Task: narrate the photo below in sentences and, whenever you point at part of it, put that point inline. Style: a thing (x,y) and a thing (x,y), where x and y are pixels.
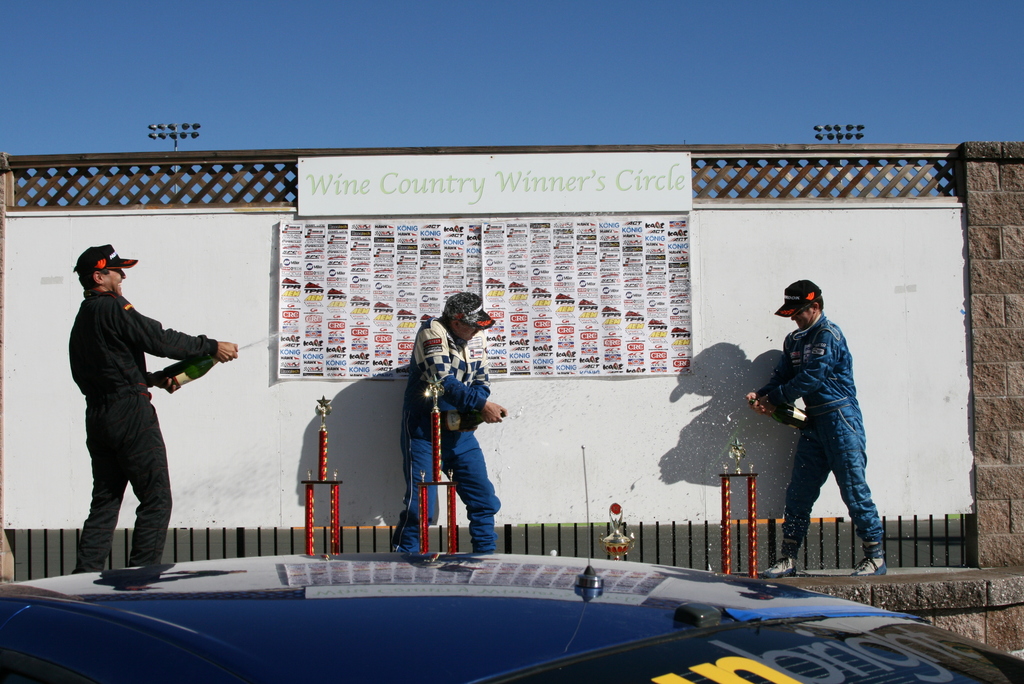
In the center of the image (421,348) three mans (462,381) are standing and holding bottle (210,369) in their hand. In the background of the image (386,314) board (415,310) is there. At the bottom of the image (430,608) car (457,639) is there. At the top of the image (232,96) sky (743,70) is there. At the top of the image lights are there. In the background of the image (912,479) we can see wall (1022,370), grills (911,521) are present.
